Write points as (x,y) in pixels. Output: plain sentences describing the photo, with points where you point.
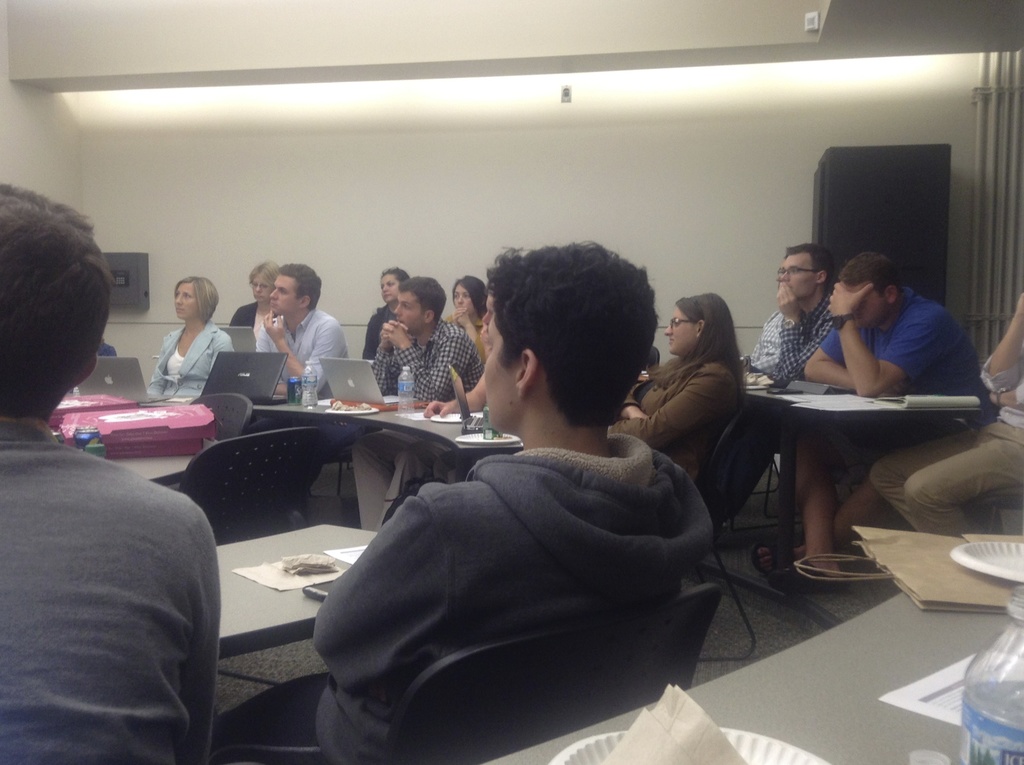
In this image on the right (857,374) there are three people (895,369) and speaker (894,234). In the middle (469,501) there are many people (488,473) sitting on the chair (543,673), staring at something. On the right (816,639) there is a table (816,639) on that there is a bottle (967,678), paper (949,696) and plate (752,742).
